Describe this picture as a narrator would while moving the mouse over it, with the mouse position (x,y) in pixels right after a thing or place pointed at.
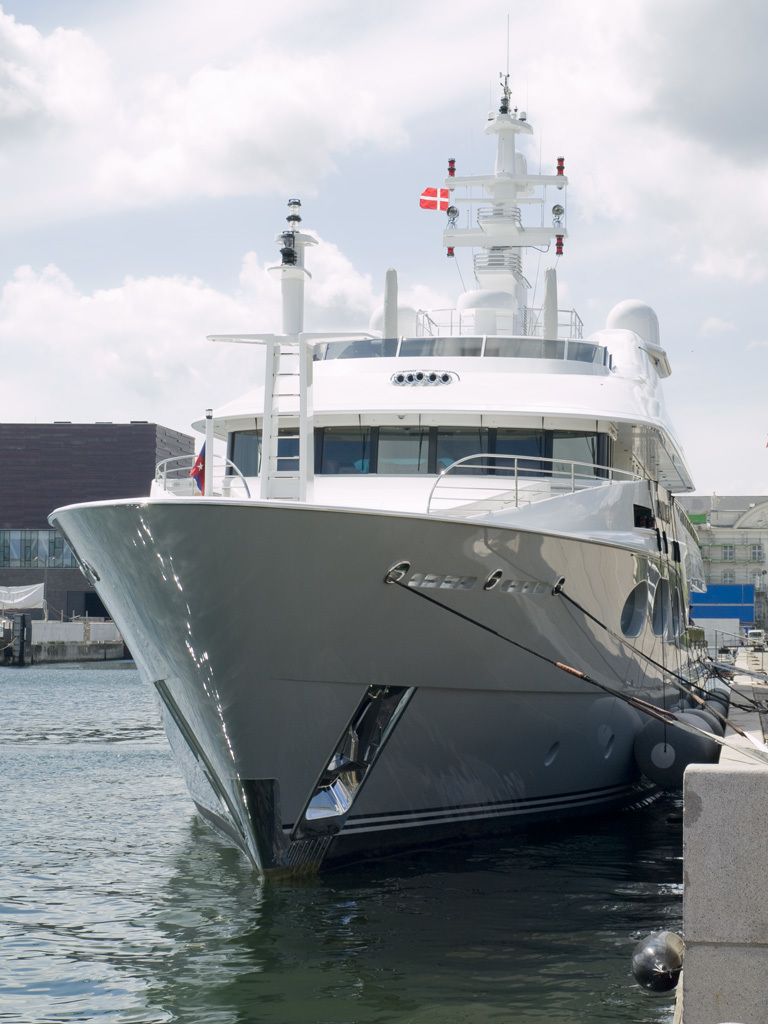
On the right (734,761) it is dock (735,740). In the middle (299,407) we can see ship (417,624) and ropes (614,633). At the bottom (143,916) there is a water body (169,842). In the background (171,476) there are buildings (712,524). At the top (270,112) it is sky (23,314).
